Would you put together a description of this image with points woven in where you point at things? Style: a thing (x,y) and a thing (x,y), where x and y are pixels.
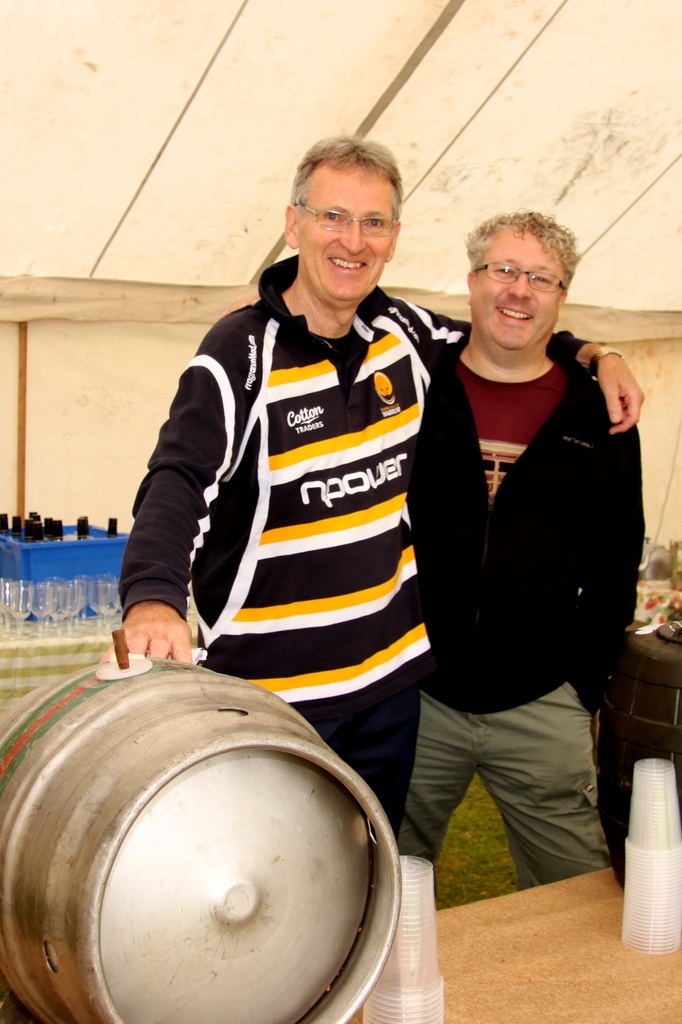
Here we can see two persons (431,521) are standing and smiling. At the bottom (234,957) there is a barrel (175,853), transparent glasses (420,930) and other objects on a platform (613,957). In the background (0,523) we can see glasses (72,587), wine bottles (31,524) in a box (35,569) are on a platform (3,660) on the left side (45,591) and other objects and this is a tent (229,55).
